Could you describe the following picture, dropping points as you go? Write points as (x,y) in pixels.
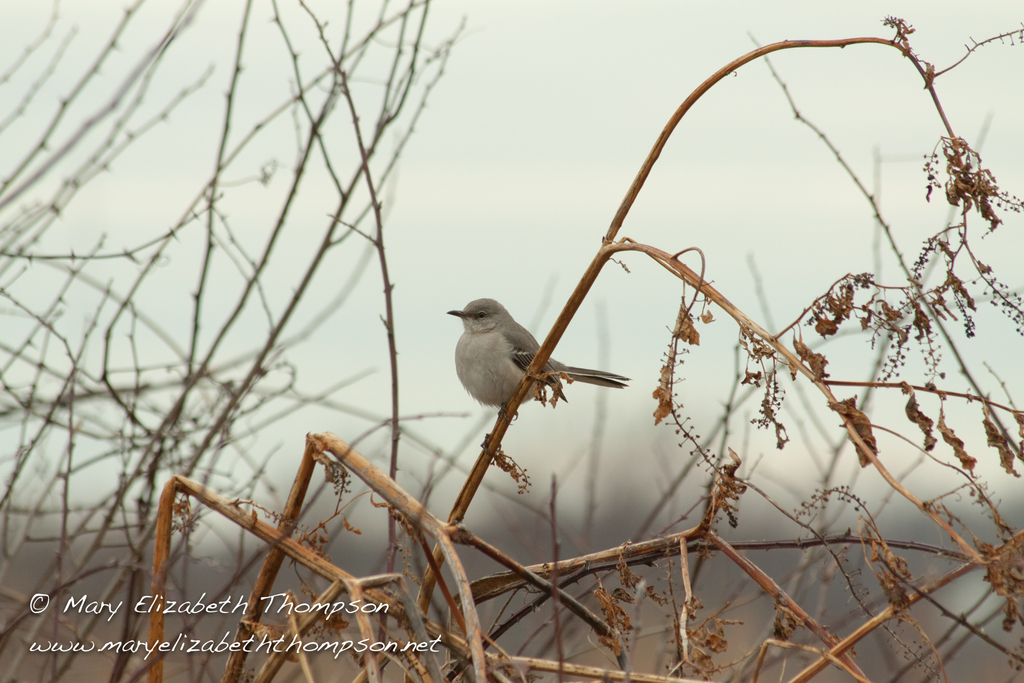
In this picture we can see a bird (470,380), stems (394,550) and leaves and the sky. We can see some text (203,600) and a watermark (303,648) in the bottom left (79,613). Background (86,675) is blurry.
